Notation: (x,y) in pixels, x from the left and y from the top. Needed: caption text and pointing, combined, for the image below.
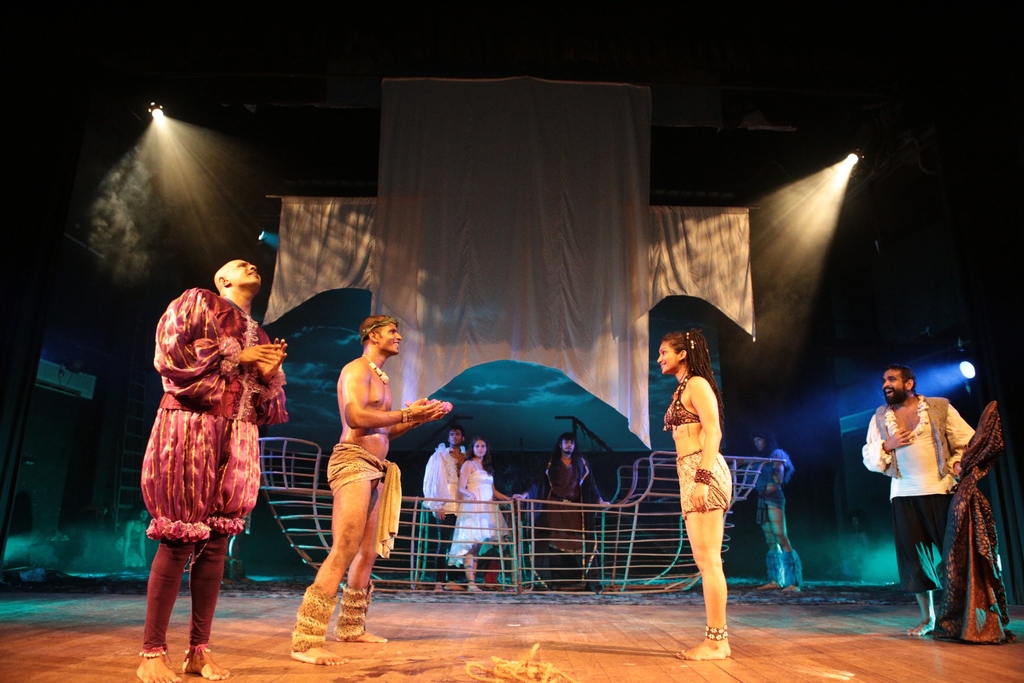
In this image we can see a group of people (159,524) standing on the floor (648,624) wearing the costumes (587,552). On the right side (1005,501) we can see a curtain (984,605). On the backside (520,499) we can see a group of people (578,522) standing beside a metal grill (673,539), a ladder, the curtains (640,401) and some lights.
